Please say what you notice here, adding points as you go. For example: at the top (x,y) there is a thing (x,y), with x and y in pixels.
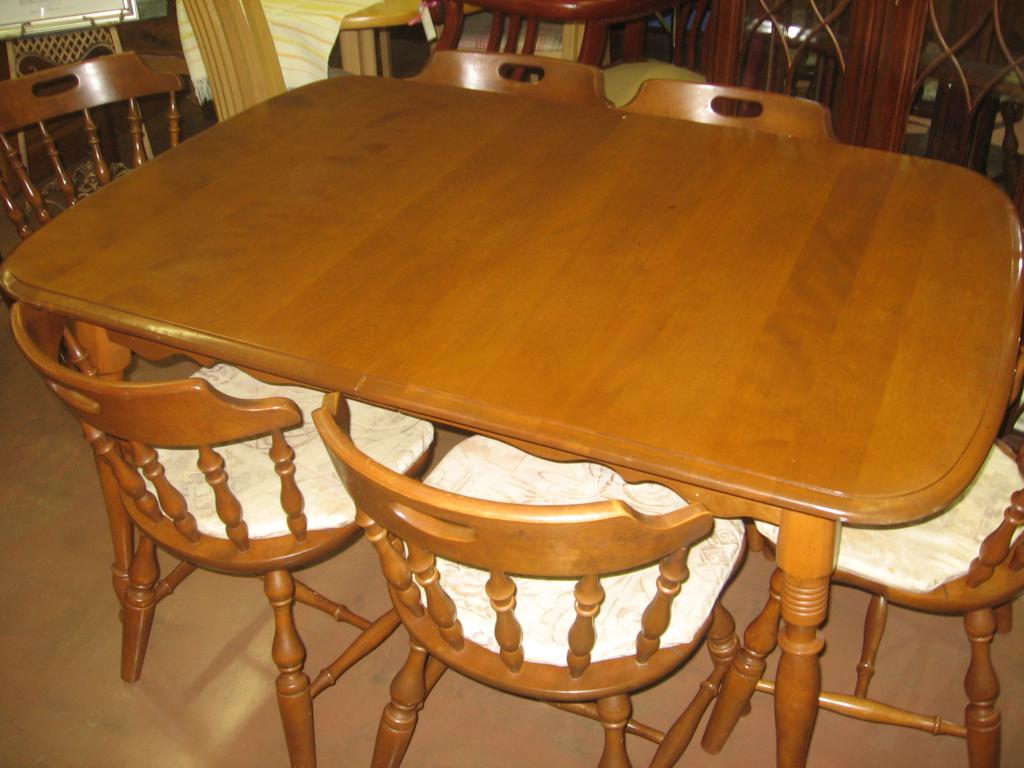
There is a dining table (472,278) and chairs (104,104) are present as we can see in the middle of this image (599,283).
